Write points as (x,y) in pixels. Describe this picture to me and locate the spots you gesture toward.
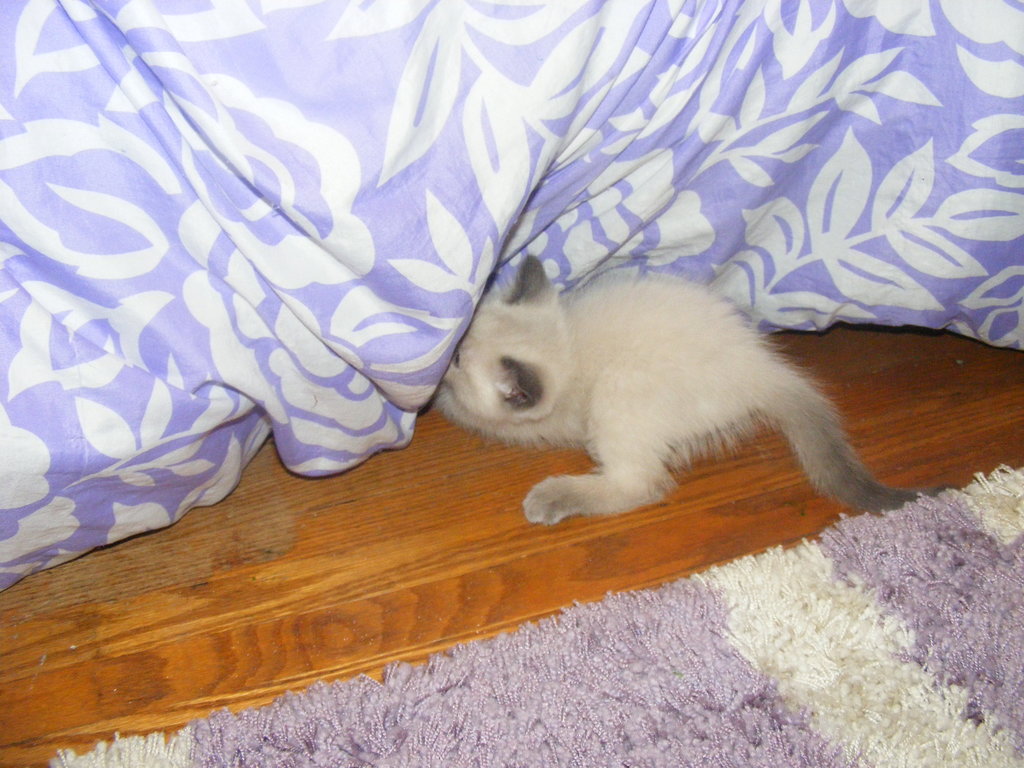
In this image we can see an animal (558,351), bed sheet (536,140) and mat (720,701) are on a platform (700,524).
